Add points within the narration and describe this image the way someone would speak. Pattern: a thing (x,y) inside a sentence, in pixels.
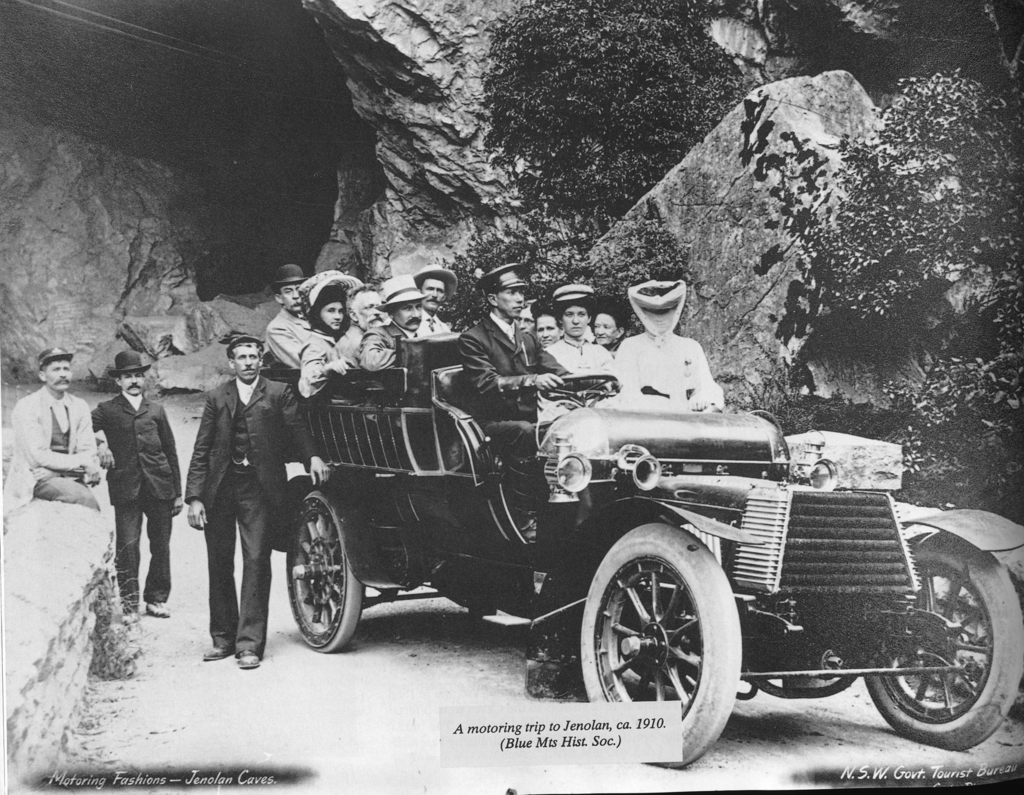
This is a black and white picture. Here we can see group of people (496,315) on the vehicle (743,572). In the background (285,223) we can see rocks (744,240) and trees (602,95).
